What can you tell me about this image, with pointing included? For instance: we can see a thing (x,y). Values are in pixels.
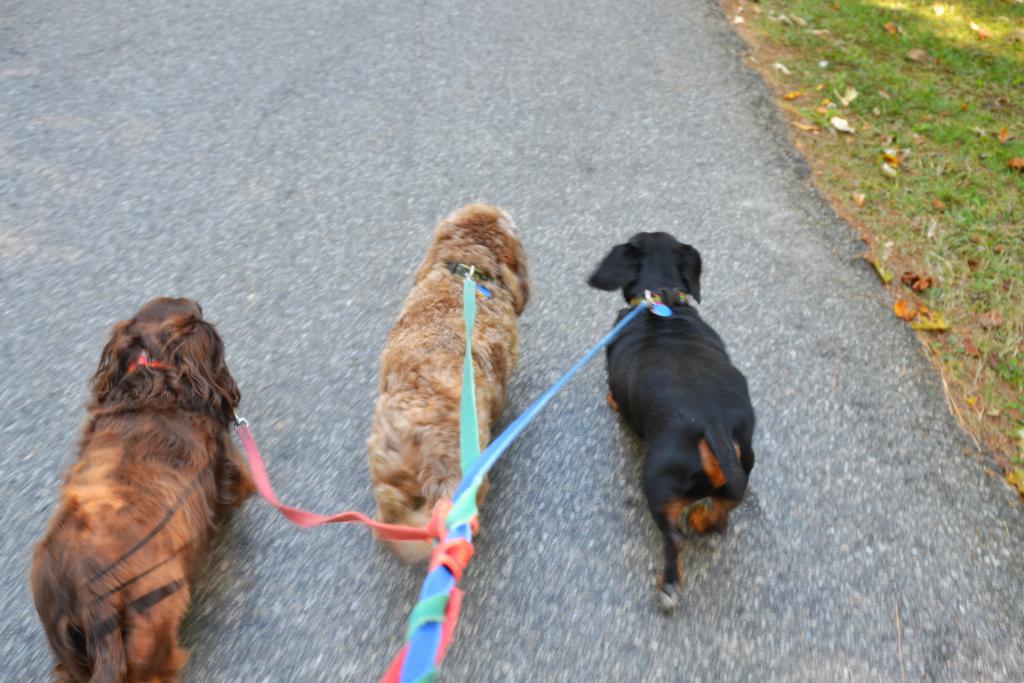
In this picture I can see leashes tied to the 3 dogs (217,358), which are on the road (543,103). On the right side of this picture (834,98) I can see the grass (841,21), on which there are few leaves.
